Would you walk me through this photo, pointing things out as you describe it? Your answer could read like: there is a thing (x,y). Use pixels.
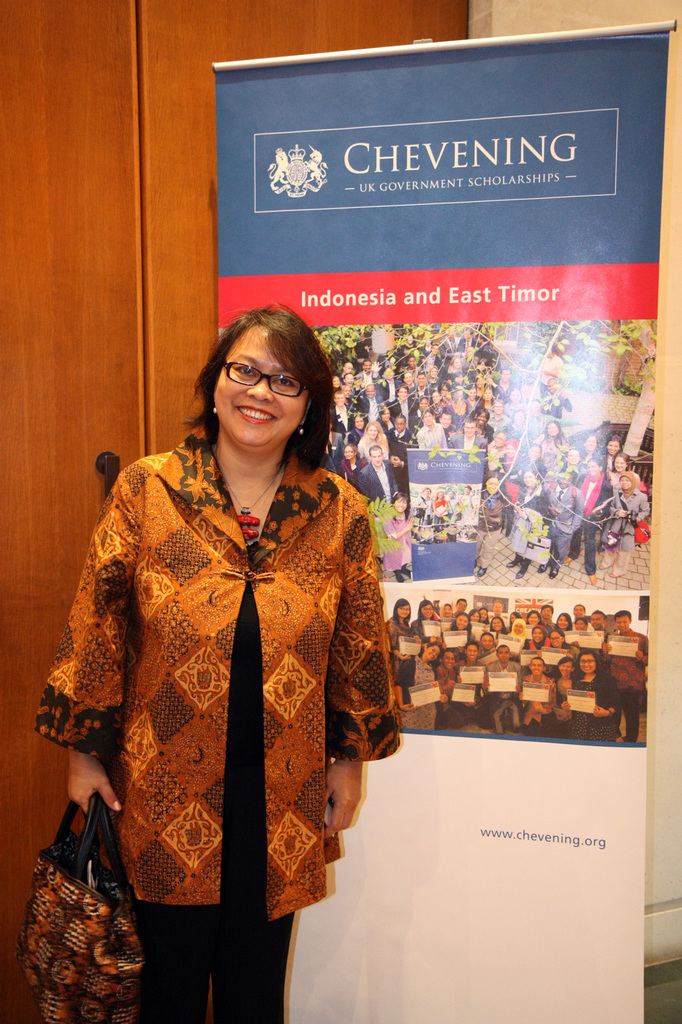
This picture is clicked inside a room (675,388). Woman (208,952) standing is holding handbag (93,909) in her hands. She's even wearing spectacles (282,392) and she is smiling. Behind her, we see a board (442,572) on which clicked images (450,537) is pasted and it contain some text (415,301) like Indonesia and East Timor. Behind that, we see a cupboard (130,103) which is brown in color.
